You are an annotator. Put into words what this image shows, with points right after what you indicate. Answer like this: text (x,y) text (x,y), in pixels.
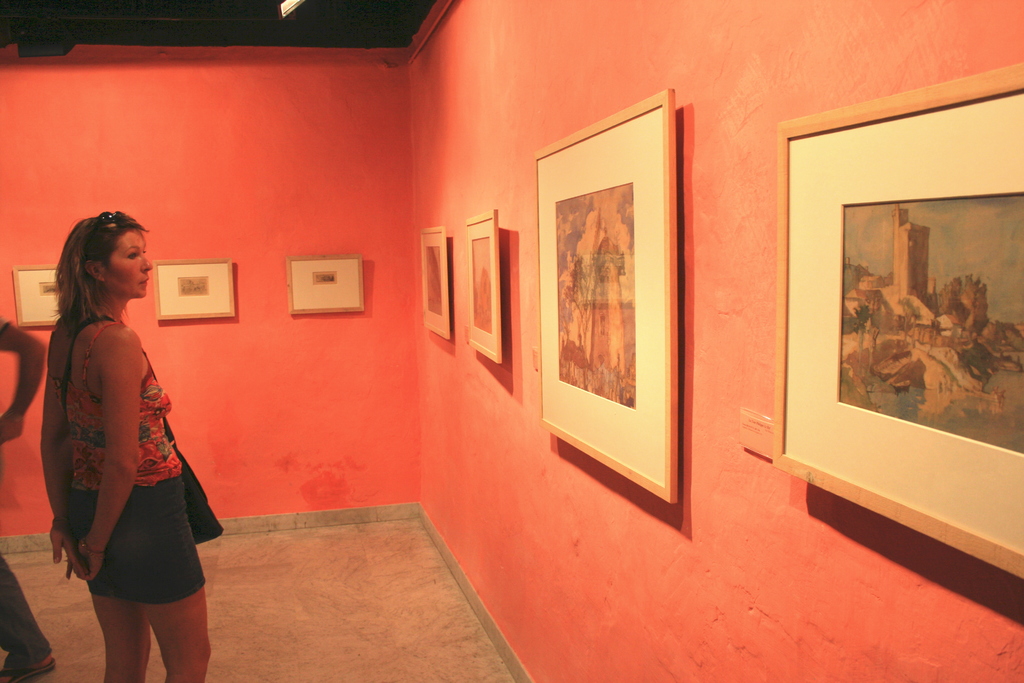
In the picture there is a woman (147,417) standing, there are many frames (549,342) present on the wall (283,421), beside the woman (114,357) there is a person (10,337).
